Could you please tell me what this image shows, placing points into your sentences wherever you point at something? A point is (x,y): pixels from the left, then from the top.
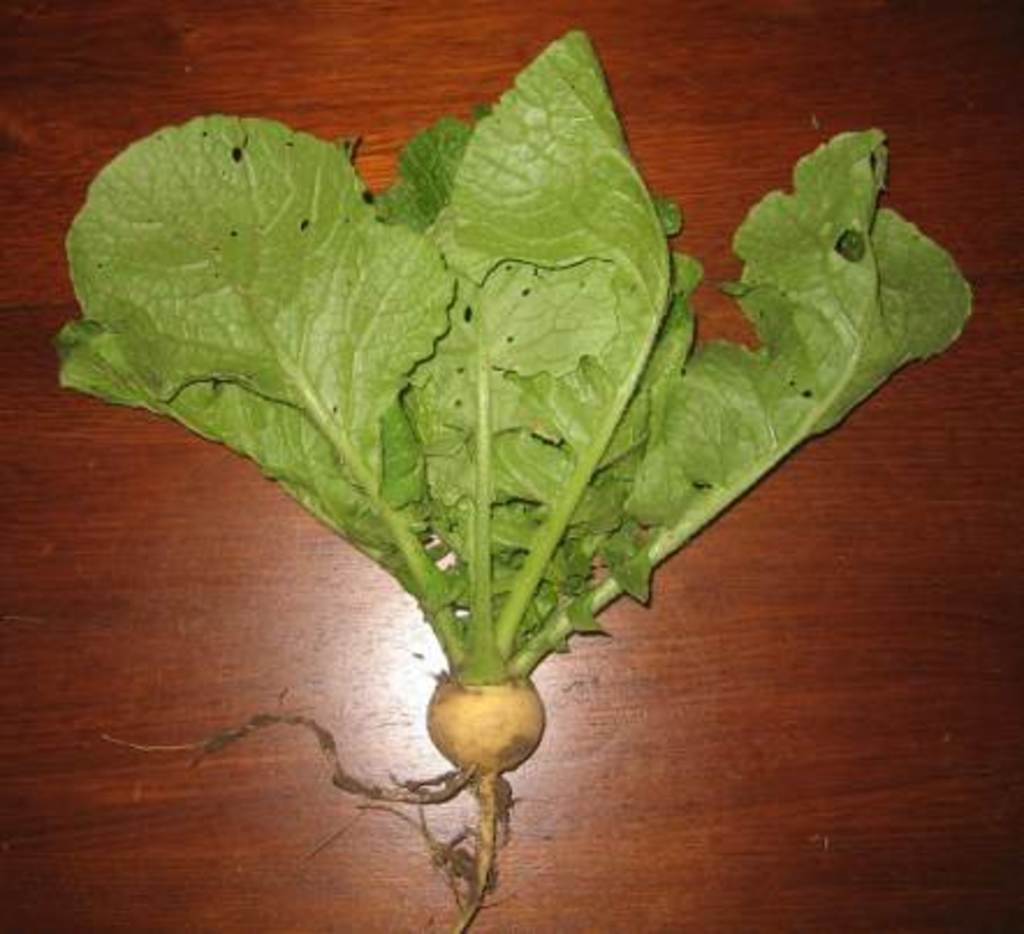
This is the picture of a table (960,628) on which there is a radish (549,583).
